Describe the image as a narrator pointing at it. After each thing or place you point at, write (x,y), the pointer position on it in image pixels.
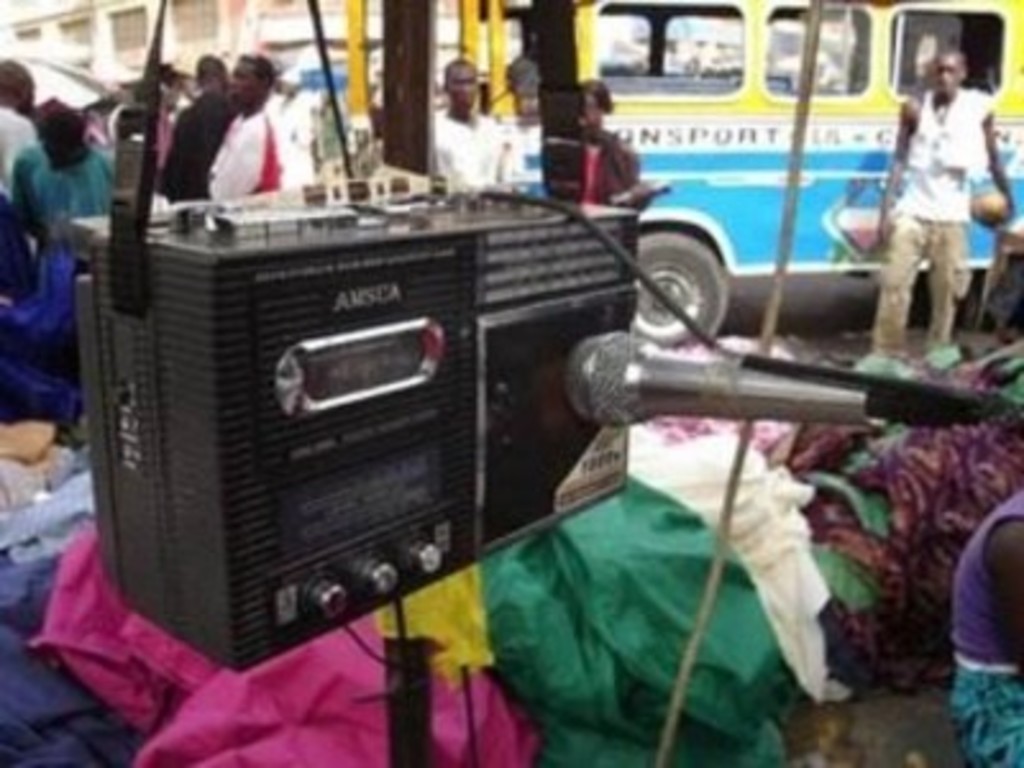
In this image in the center (502,368) there is one radio (545,399) and mike (802,387), and in the background (820,466) there are some clothes (820,492) and some persons (36,277), bus (734,119) and buildings (110,55) and also in the foreground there is one rope (681,688).
